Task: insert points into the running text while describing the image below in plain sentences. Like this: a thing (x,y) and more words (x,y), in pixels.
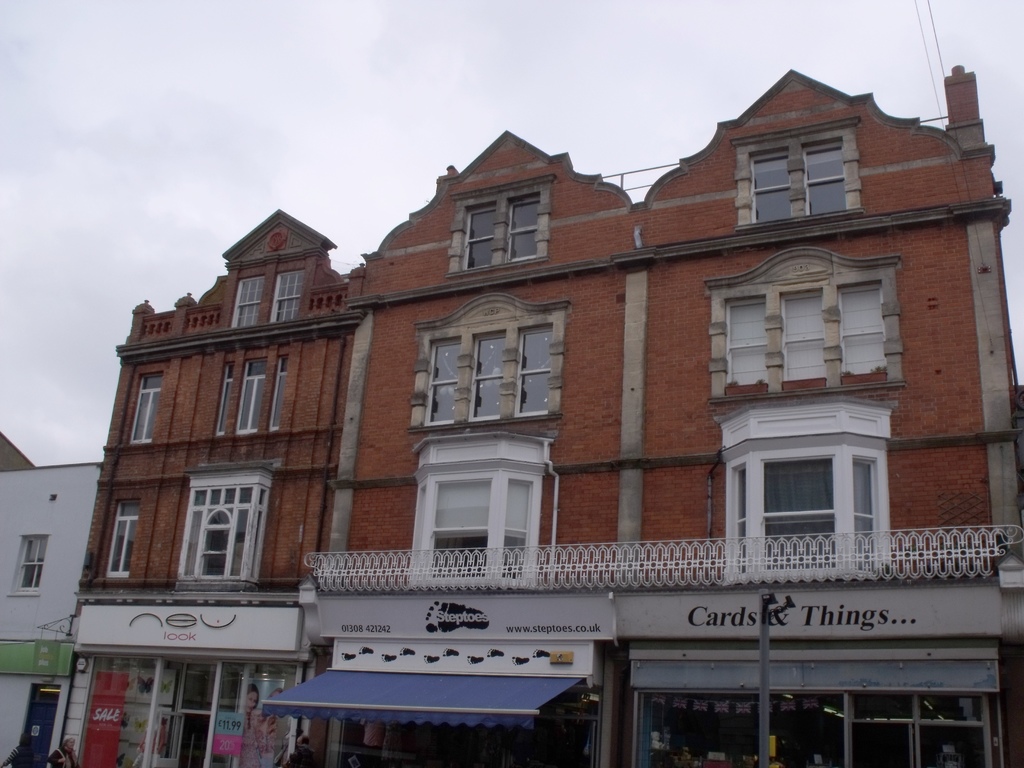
In this image there are buildings (323,491). At the bottom (291,637) there are stores (607,663) and we can see people (66,761). There is a pole (765,736). In the background (317,58) there is sky (366,67).
